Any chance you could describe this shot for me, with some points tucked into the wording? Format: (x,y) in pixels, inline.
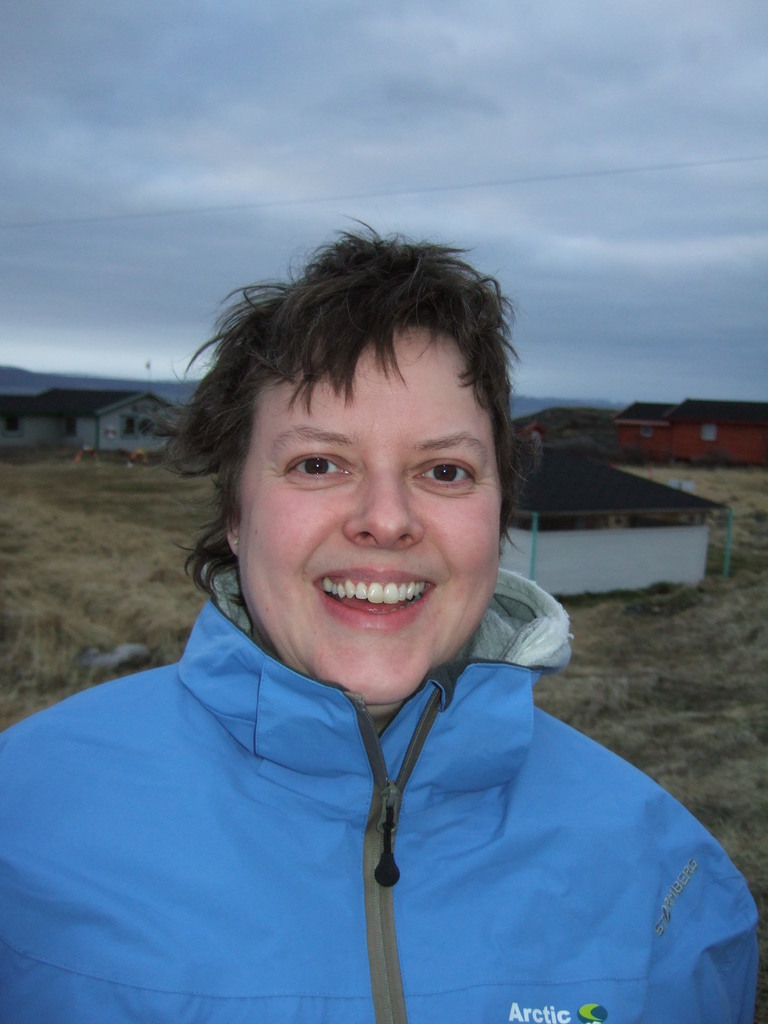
In this picture we can see a woman (452,695), she is smiling, behind her we can see few buildings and clouds (172,163).
